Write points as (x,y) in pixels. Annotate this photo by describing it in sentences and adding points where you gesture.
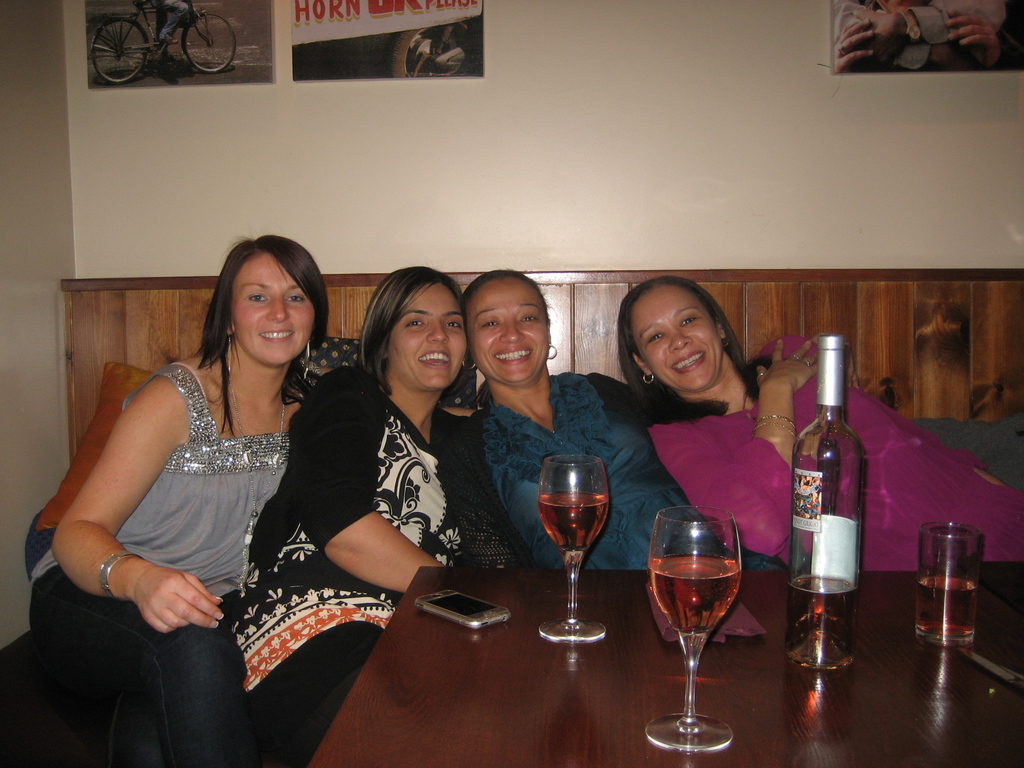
In this picture, we can see a few people (326,421) sitting, and we can see table (882,684) and some objects (717,603) on the table (633,607) like mobile phone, bottle (796,597) and glasses (672,601) with some liquid (679,607) in it, we can see wall (517,114) with some posters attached to it.
